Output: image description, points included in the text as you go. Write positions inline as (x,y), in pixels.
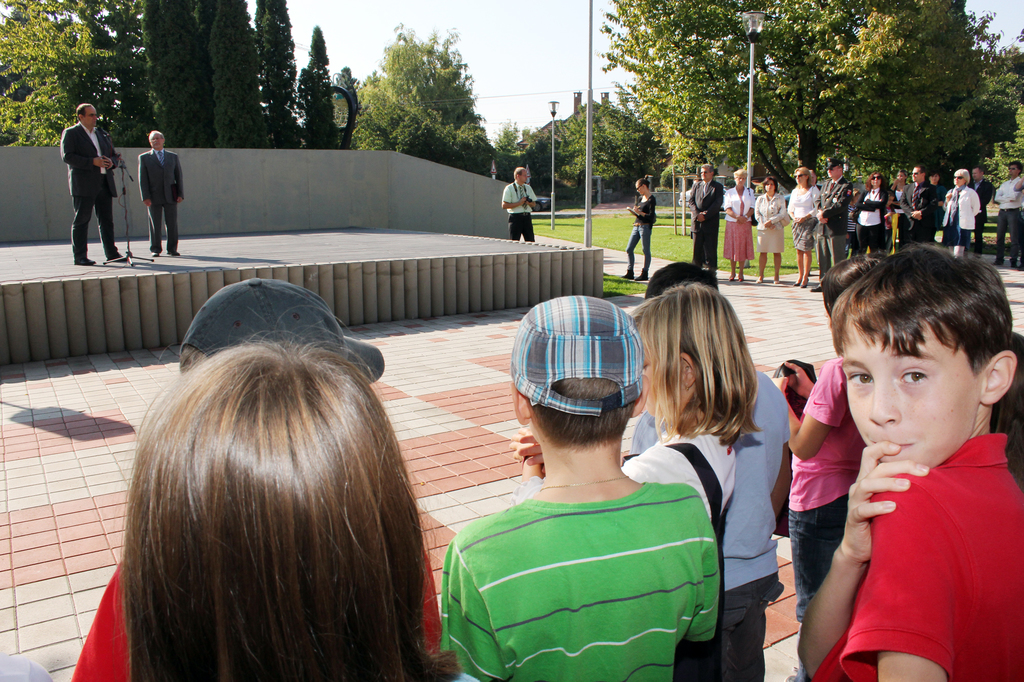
In this image I can see the group of people (803,251) standing and wearing the different color dresses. I can see few people (611,355) wearing the caps (521,367). In-front of these people (359,395) I can see two people (107,242). One person (99,186) is standing in-front of the mic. In the background (435,143) I can see many trees (698,119), poles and the sky (548,36).
